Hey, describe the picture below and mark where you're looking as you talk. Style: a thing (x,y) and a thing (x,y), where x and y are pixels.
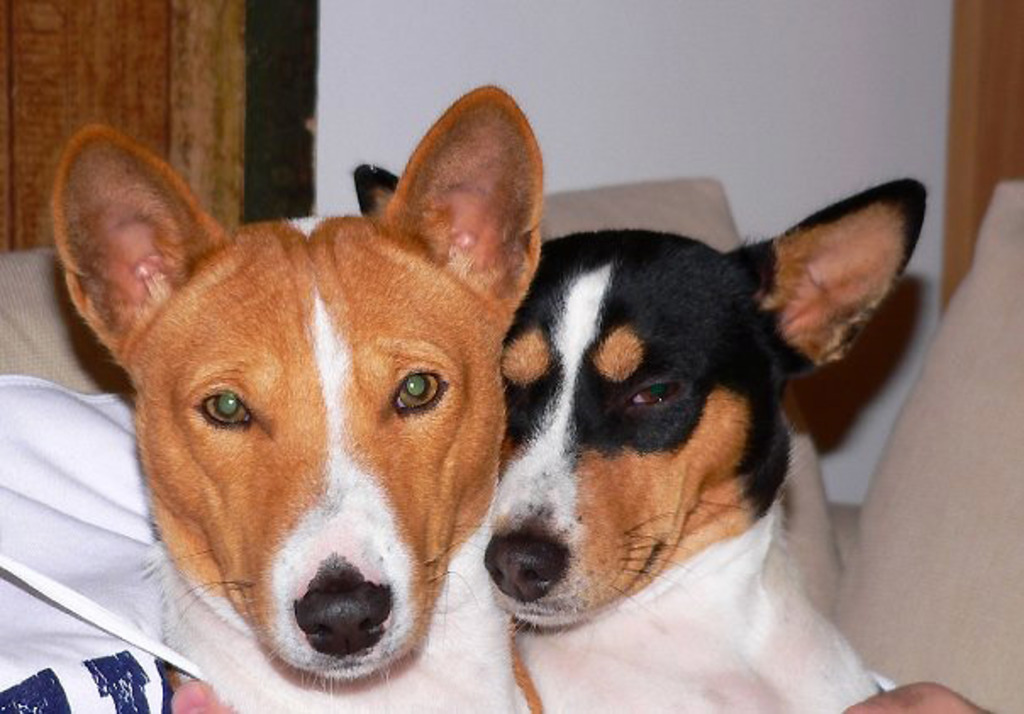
In this image we can see a person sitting on a sofa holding the dogs (557,583). We can also see some cushions (803,455) and a wall (731,180).
